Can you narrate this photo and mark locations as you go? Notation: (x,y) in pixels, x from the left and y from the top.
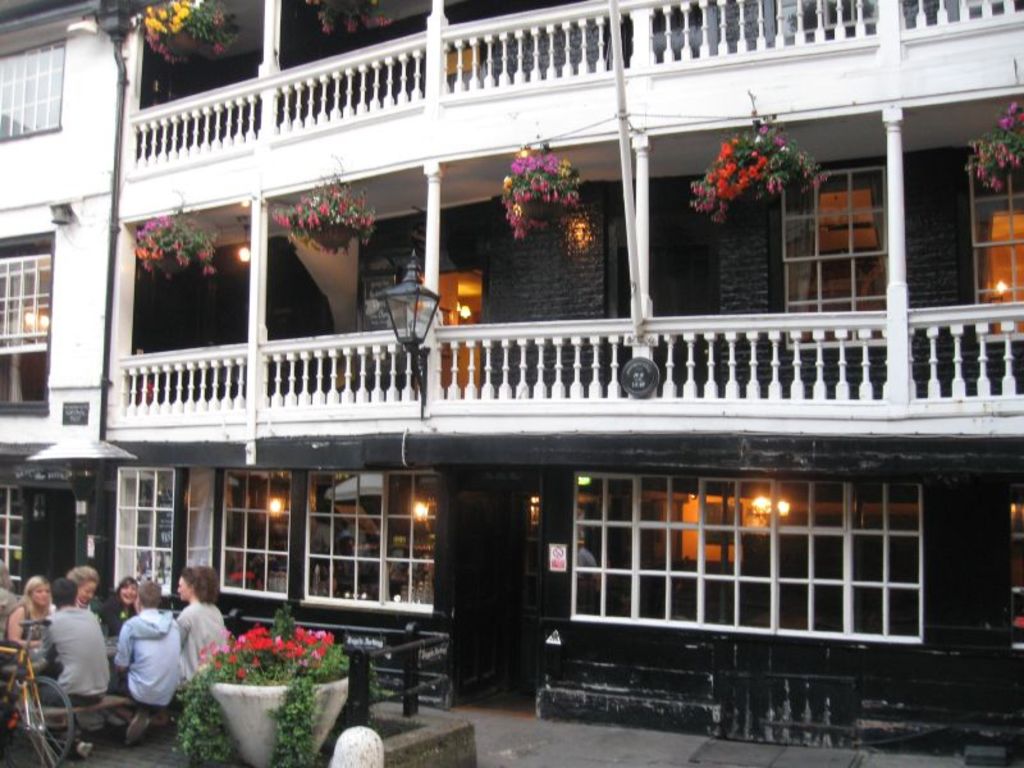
This is the picture of a place where we have a building (440,306) to which there are some plants (1013,162) hanged and also we can see some people (81,633), bicycle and some things (61,705) around.
